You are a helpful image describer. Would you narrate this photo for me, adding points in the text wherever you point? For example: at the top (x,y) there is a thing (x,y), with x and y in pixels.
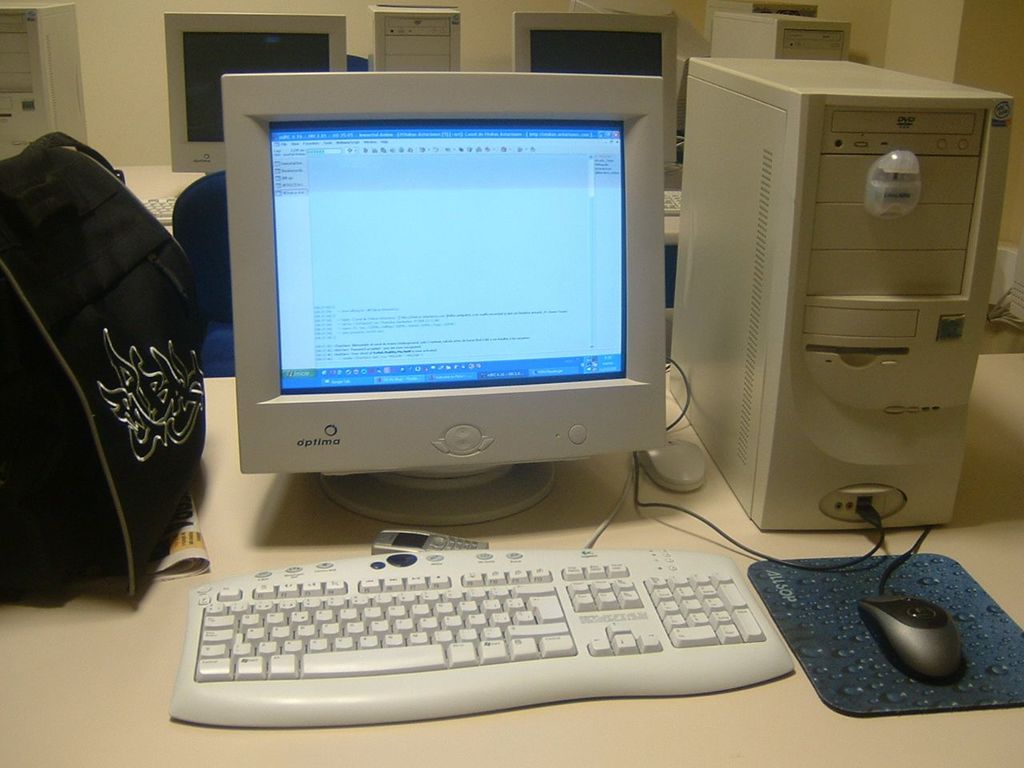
In this image I can see a monitor (421,276), keyboard (442,649), mouse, CPU (966,389), a bag (16,436) on the table (89,654). Background (85,29) I can see few systems (390,70) and the wall (125,65) is in cream color.
